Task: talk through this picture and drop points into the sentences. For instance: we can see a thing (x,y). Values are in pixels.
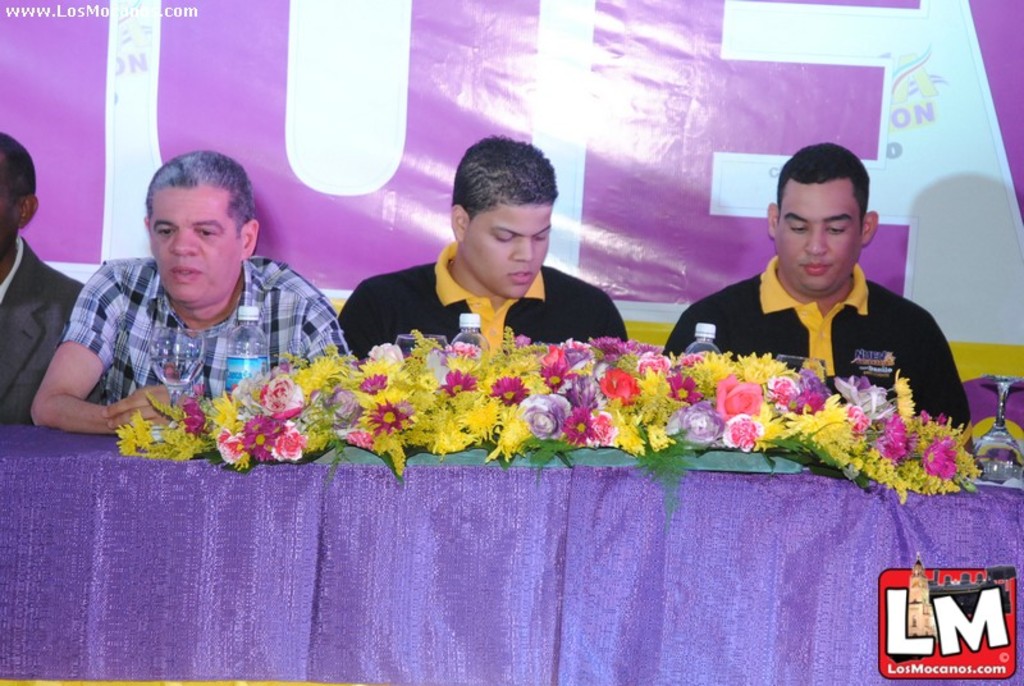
In the background (440,104) we can see a banner (208,92). In the top left corner of the picture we can see watermark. In this picture we can see the men (759,322) near to a table (947,558) and on the table (971,509) we can see the flower bouquets (828,423), water bottles (253,364) and the glasses (788,364). In the bottom right corner of the picture (1008,668) we can see the logo (909,651).
